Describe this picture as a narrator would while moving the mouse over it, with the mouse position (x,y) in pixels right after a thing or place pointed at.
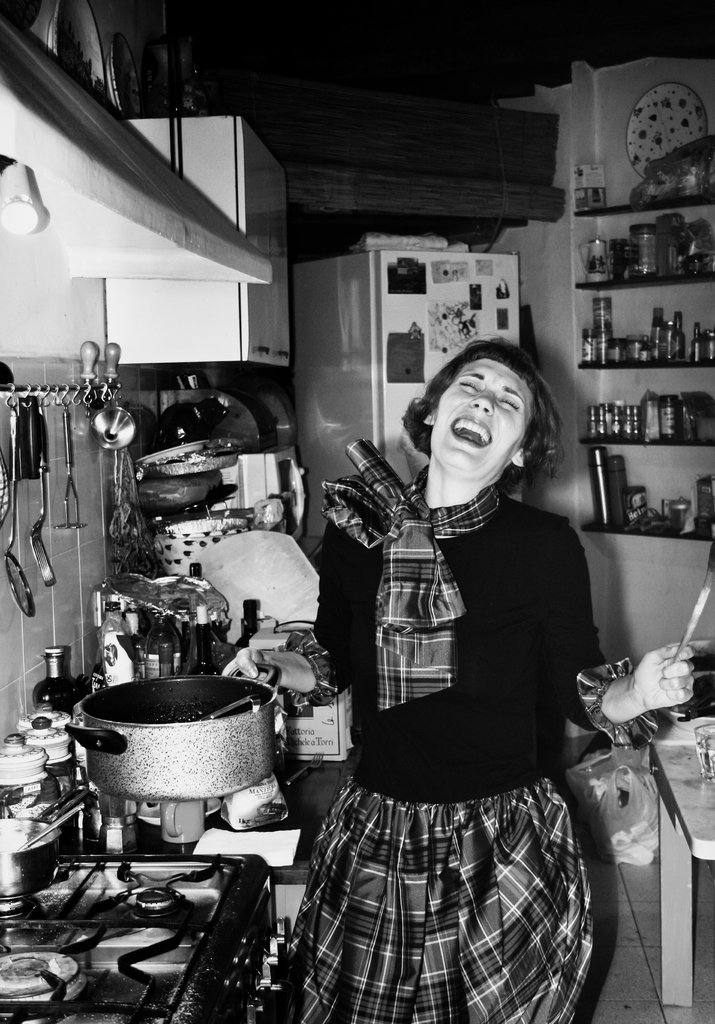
In the image we can see there is a woman (543,611) standing in the kitchen (327,795) and she is wearing scarf (416,573) in her neck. She is holding a spoon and a vessel (225,748) in her hands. Behind there is a refrigerator (433,285) and there are utensils (658,262) kept in a rack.
